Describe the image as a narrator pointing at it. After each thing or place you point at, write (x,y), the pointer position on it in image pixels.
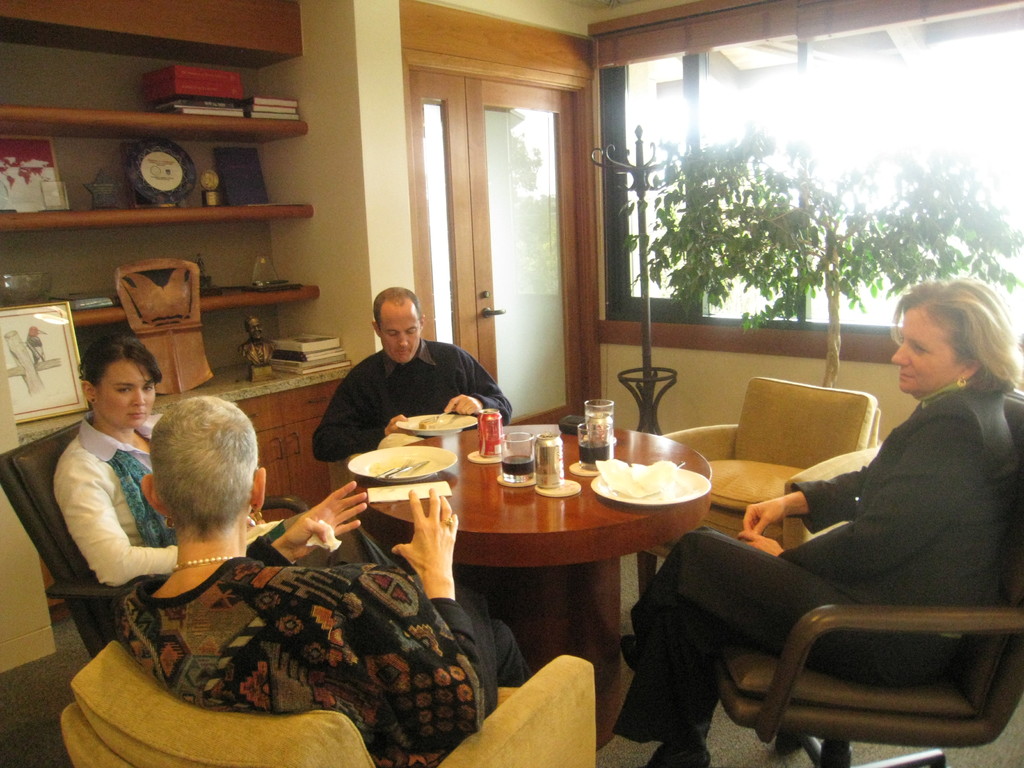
In this picture we can see a few glasses (509,464), cans (554,433), plates (389,464), tissue (618,485) and other objects (386,497) on the table (461,470). We can see a person (367,404) holding a plate (449,416) and an object (437,419) in his hand (469,407). He is sitting on the chair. We can see a few frames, small statue (256,331) and other objects (41,153) on the shelves (187,115). We can see a door (485,269) and a door handle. There is a stand (647,274). We can see a few trees (687,204) on the right side (704,223).
